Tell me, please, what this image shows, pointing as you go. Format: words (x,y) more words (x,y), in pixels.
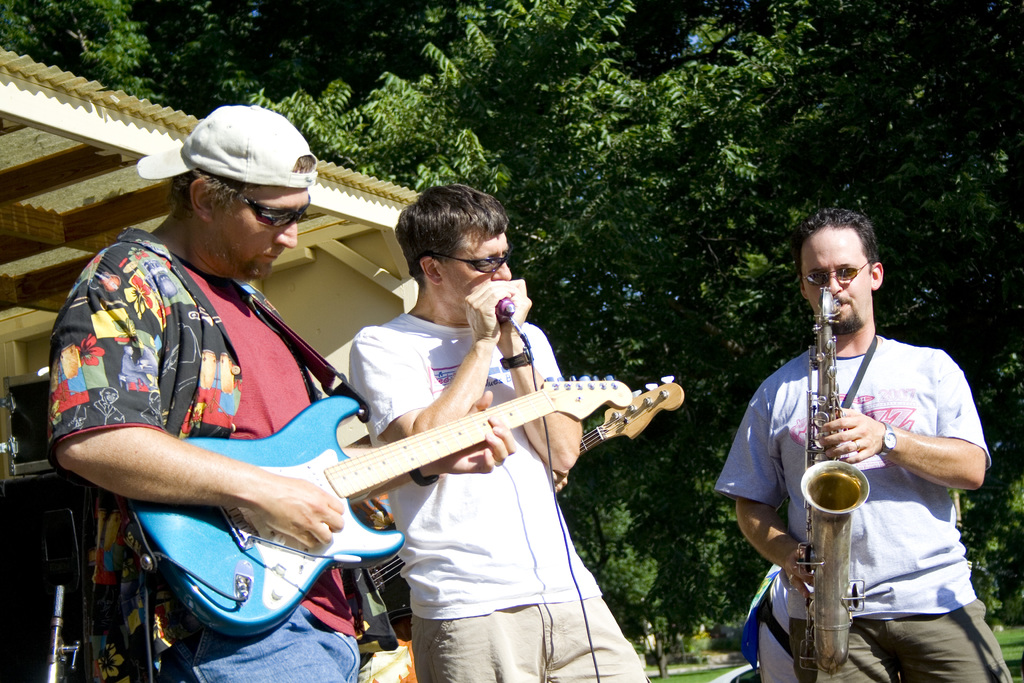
In this picture we can see three men (415,573) playing musical instruments (261,527). On the background (639,152) we can see trees (683,139).
